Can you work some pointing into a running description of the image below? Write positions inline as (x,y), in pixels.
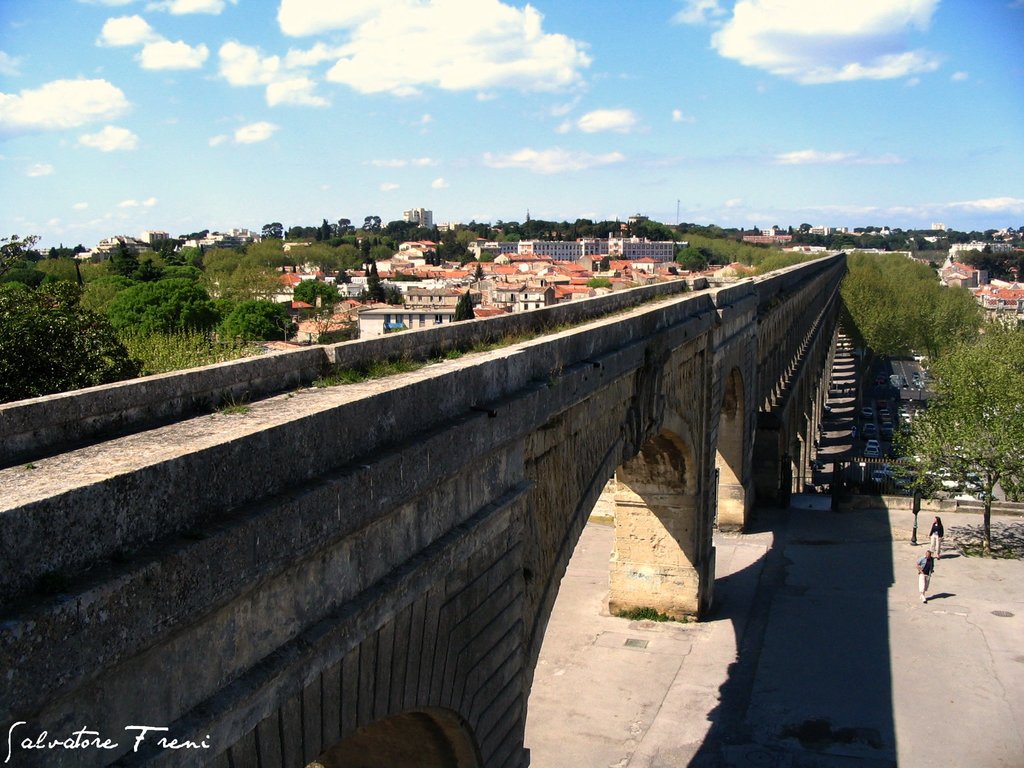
In this picture we can see few arches (574,515) on the bridge (547,478). There are few people (921,590) visible on the path (900,619) on the right side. We can see few vehicles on the road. There are few poles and a board (915,505) is seen on the pole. We can see some trees (456,241) and buildings (965,264) on the left (322,253) and right side of the image (988,490). Sky (600,142) is blue in color and cloudy.
